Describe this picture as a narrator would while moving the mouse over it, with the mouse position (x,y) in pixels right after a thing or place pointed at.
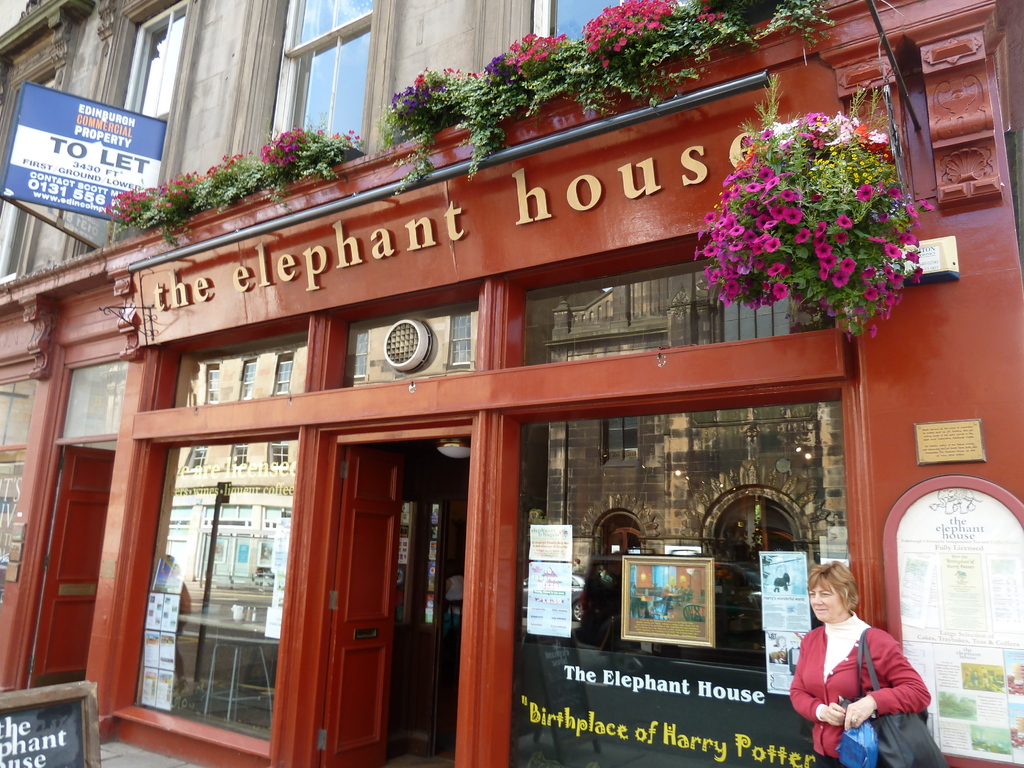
As we can see in the image, there is a building (758,534). On the right side (819,574) there is a woman (811,593). She is wearing a red color dress (841,695) and holding a hand bag (870,718). In the middle (368,481) there is a door (378,606), this is the entrance (378,514) of elephant house (358,612) and on the top (142,178) there is a hoarding (108,168) where To-Let was written on it and there are some plants (144,204) with nice flowers (808,173) with pink and blue color flowers (403,106) and we can see that there are three windows (152,72). This is the first, second and third.
